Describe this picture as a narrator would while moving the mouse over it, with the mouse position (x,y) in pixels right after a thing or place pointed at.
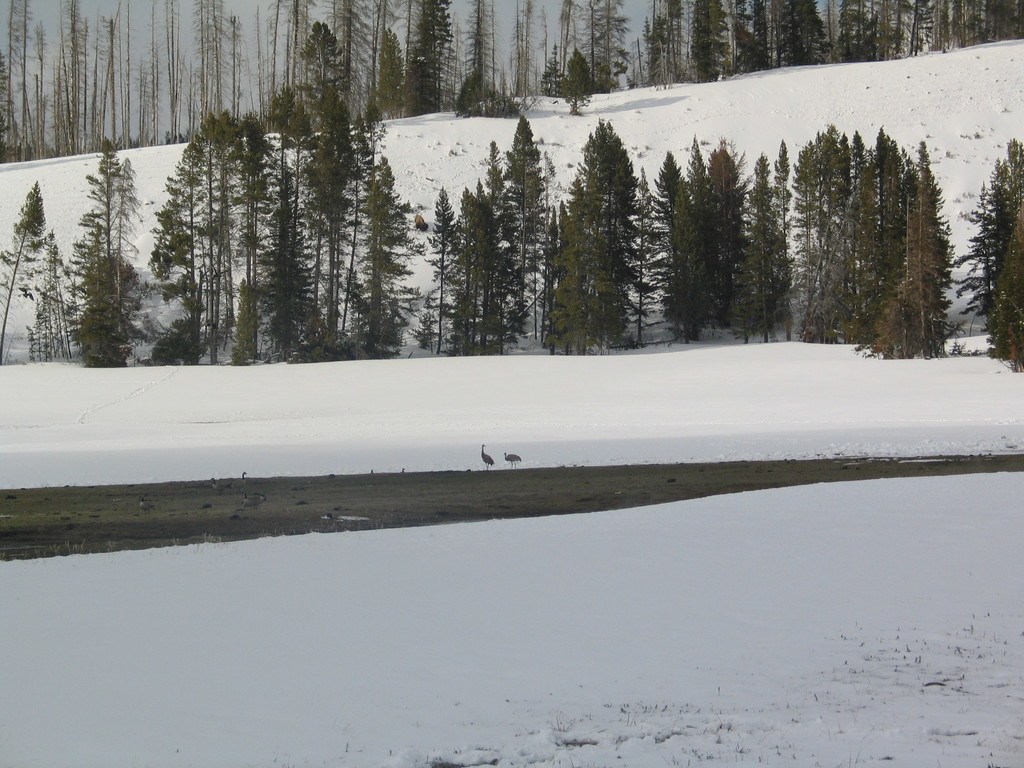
In this image we can see snowland (510,604), birds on the surface of water (288,494) and trees (896,262). Behind the trees (272,87), we can see the sky (16,90).
